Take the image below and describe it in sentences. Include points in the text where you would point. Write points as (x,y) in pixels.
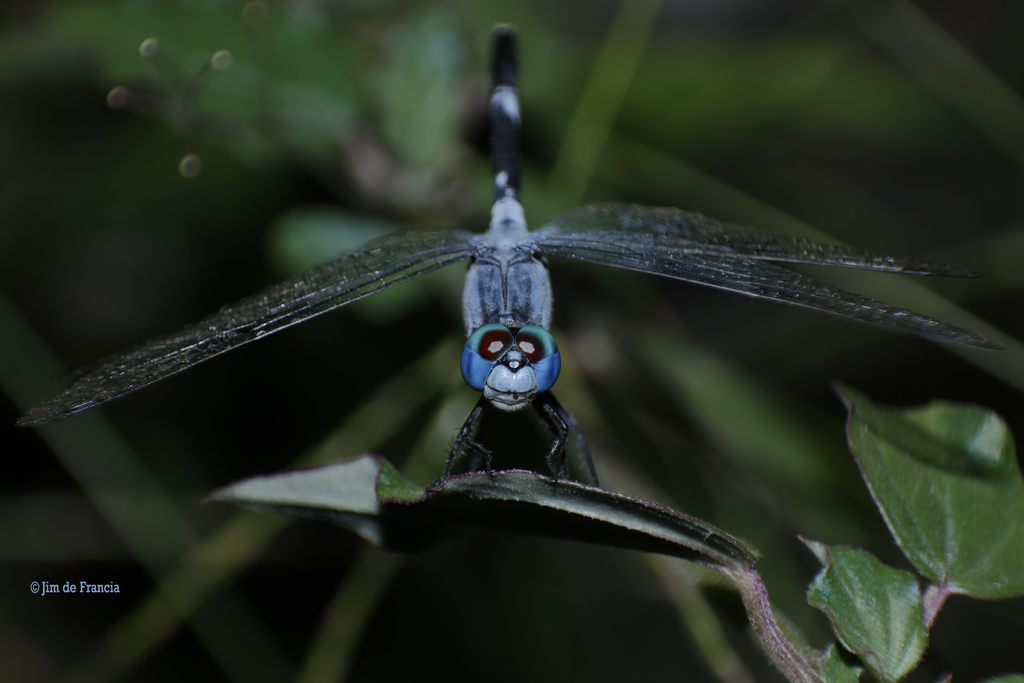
In this image we can see an insect (498,339) on a leaf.
